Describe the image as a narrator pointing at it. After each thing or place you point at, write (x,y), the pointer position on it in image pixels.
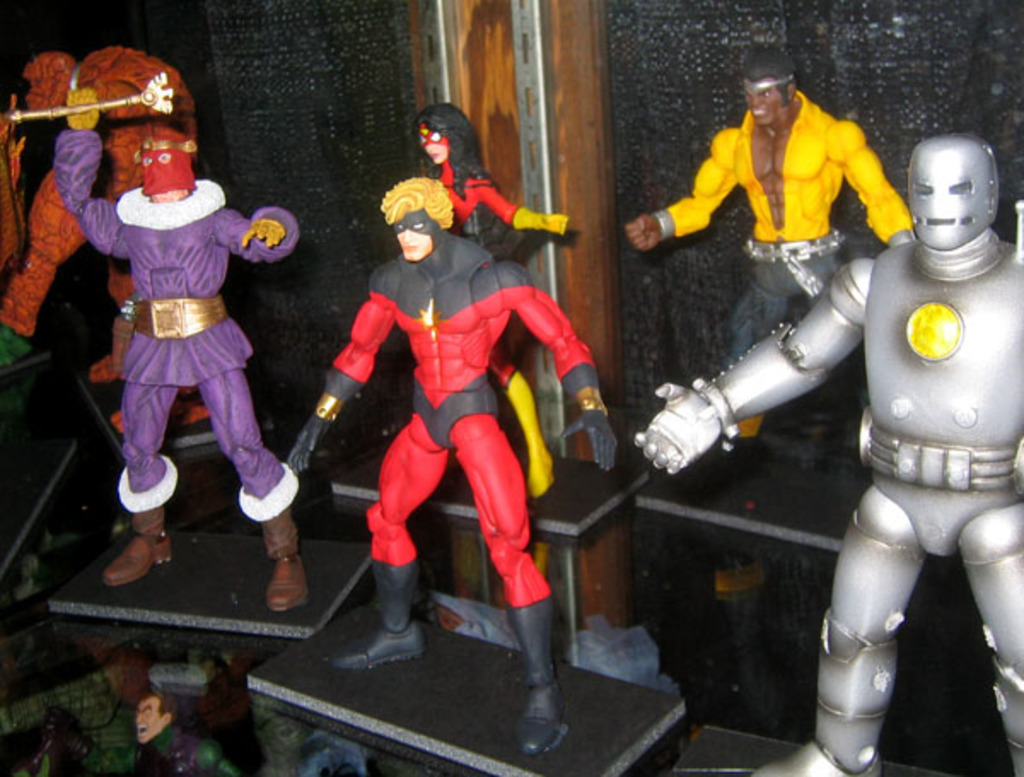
In this image I can see toys (213,295).
